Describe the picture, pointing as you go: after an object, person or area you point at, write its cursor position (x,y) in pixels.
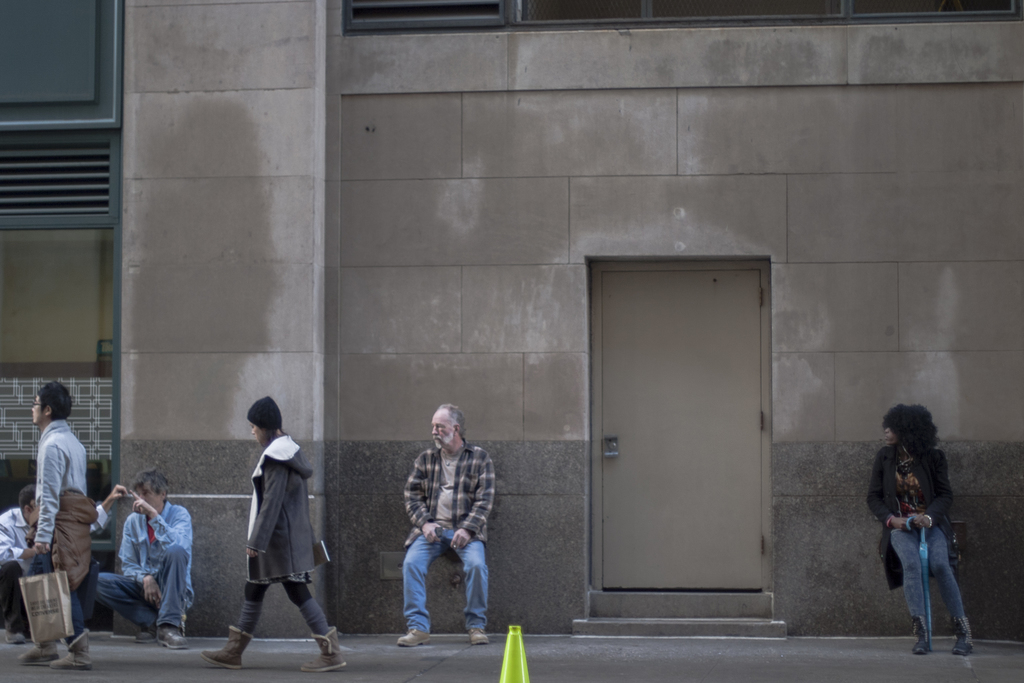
In this picture I can see there is a building (531,288), it has a door (652,501) and there are few people (263,511) walking here and some people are sitting here.
